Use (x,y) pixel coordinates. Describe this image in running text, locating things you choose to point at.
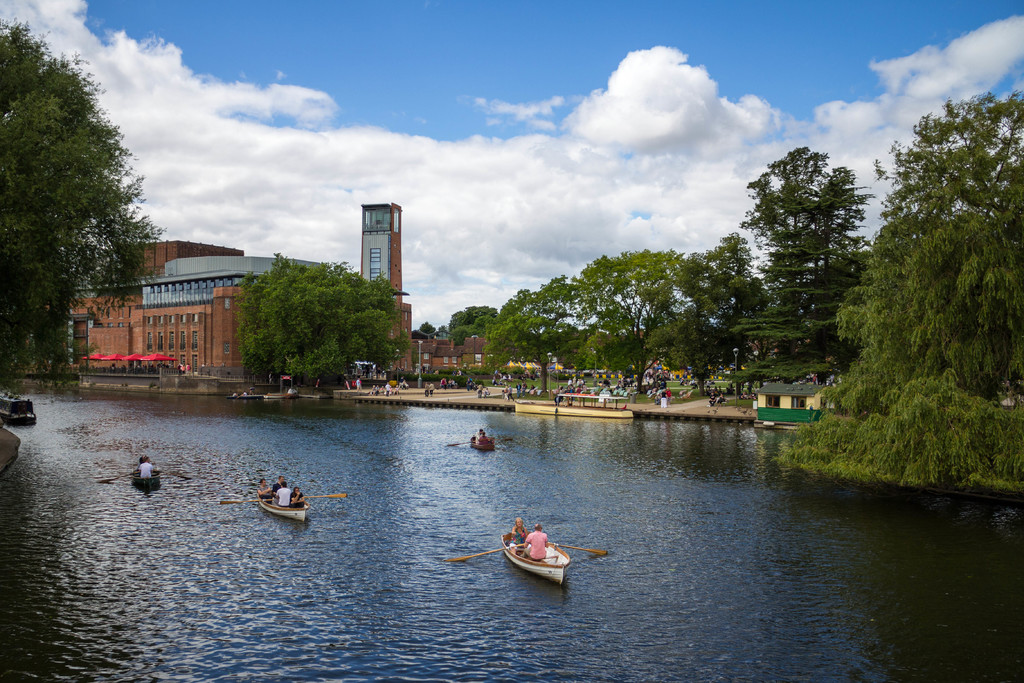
This is an outside view. At the bottom (459,651) there is a river (305,449). There are few boats (17,415) on the water (349,463) and I can see people (278,496) sitting on the boats (267,507). In the background (184,342) there are many trees (293,341) and buildings (192,291). In the middle of the image (547,391) I can see many people (518,385) on the ground (640,398). It seems to be a garden (474,370). At the top of the image (394,59) I can see the sky (279,123) and clouds (232,176).
